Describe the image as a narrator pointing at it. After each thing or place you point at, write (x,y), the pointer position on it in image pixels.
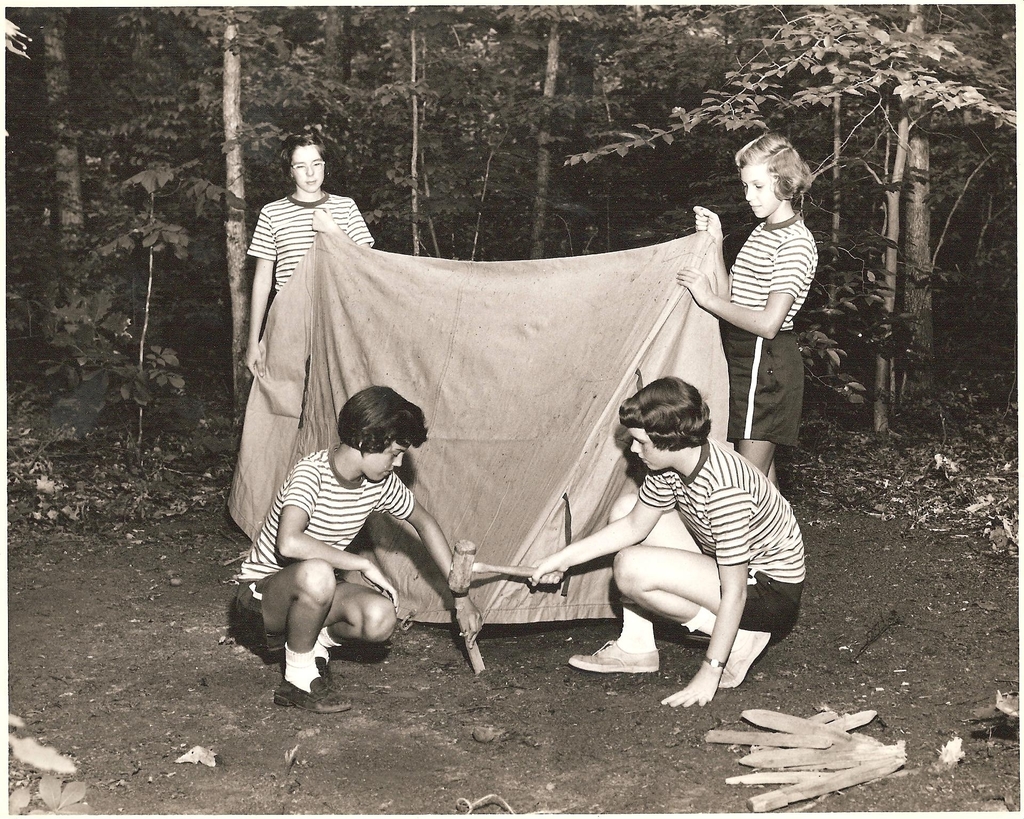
In this image in front (686,530) there are two people (700,500) holding the hammer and some object (479,667). Behind them there are two people (783,354) holding the cloth (487,331). In the background of the image (367,83) there are trees (527,89).
